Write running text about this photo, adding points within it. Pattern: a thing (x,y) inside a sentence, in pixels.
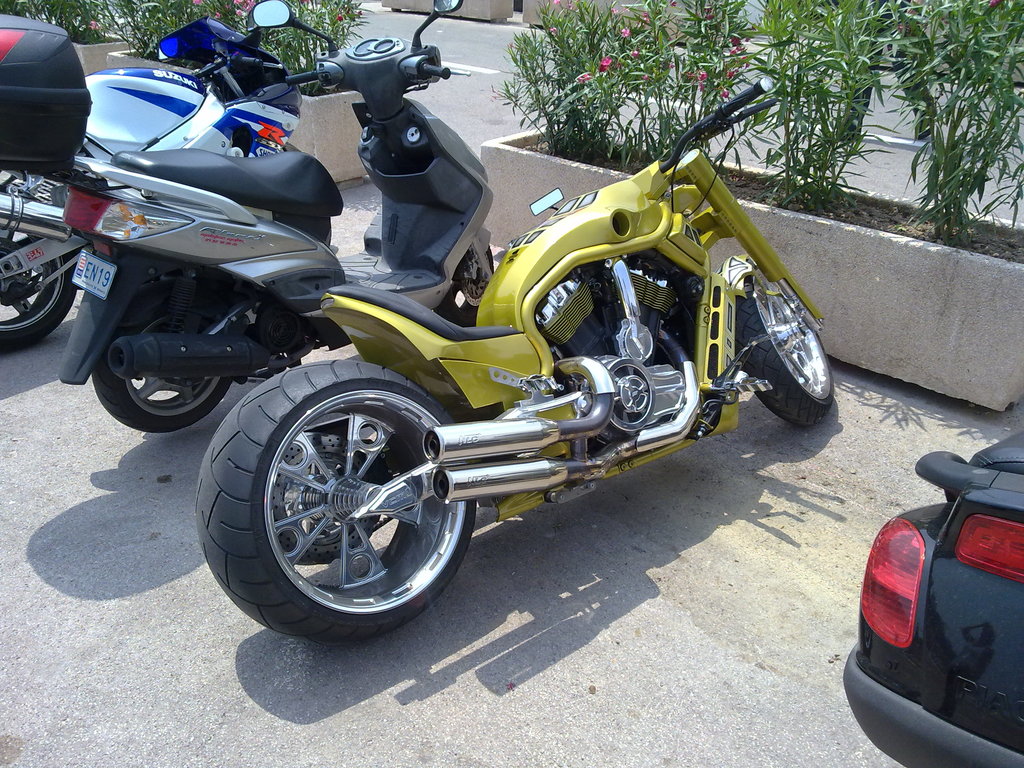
In this picture we can see few vehicles (551,402) on the road (678,575), in front of the vehicles (340,77) we can find few plants (731,54) and flowers (584,81).
